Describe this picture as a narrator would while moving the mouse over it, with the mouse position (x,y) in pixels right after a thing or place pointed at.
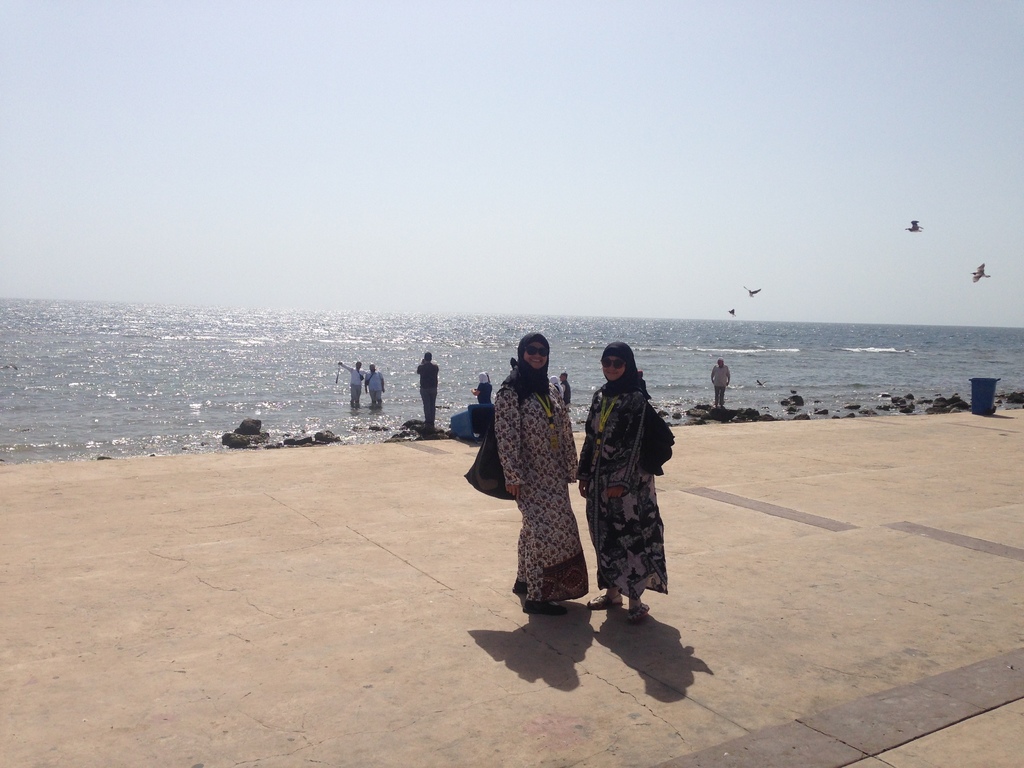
In this image in the center (544,491) there are two persons (600,492) standing and they are wearing goggles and bags (651,435). In the background (910,337) there is a beach (931,359) and some persons (718,382) are standing, and also i can see some rocks (738,412). At the top of the image (514,77) there is sky (685,143) and some birds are flying. At the bottom (366,619) there is a walkway (789,589).
